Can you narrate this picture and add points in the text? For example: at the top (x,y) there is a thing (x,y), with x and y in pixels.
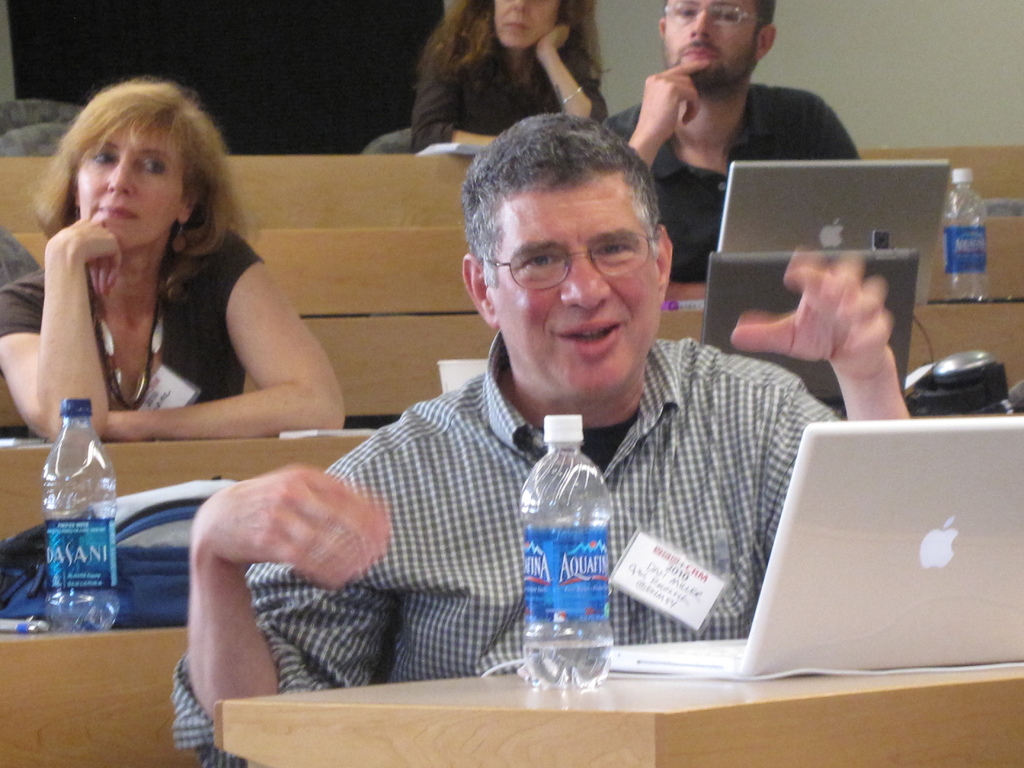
In this image I can see two women (117,351) and two men (730,356). I can also see laptops (884,466), water bottles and a bag (167,566).
